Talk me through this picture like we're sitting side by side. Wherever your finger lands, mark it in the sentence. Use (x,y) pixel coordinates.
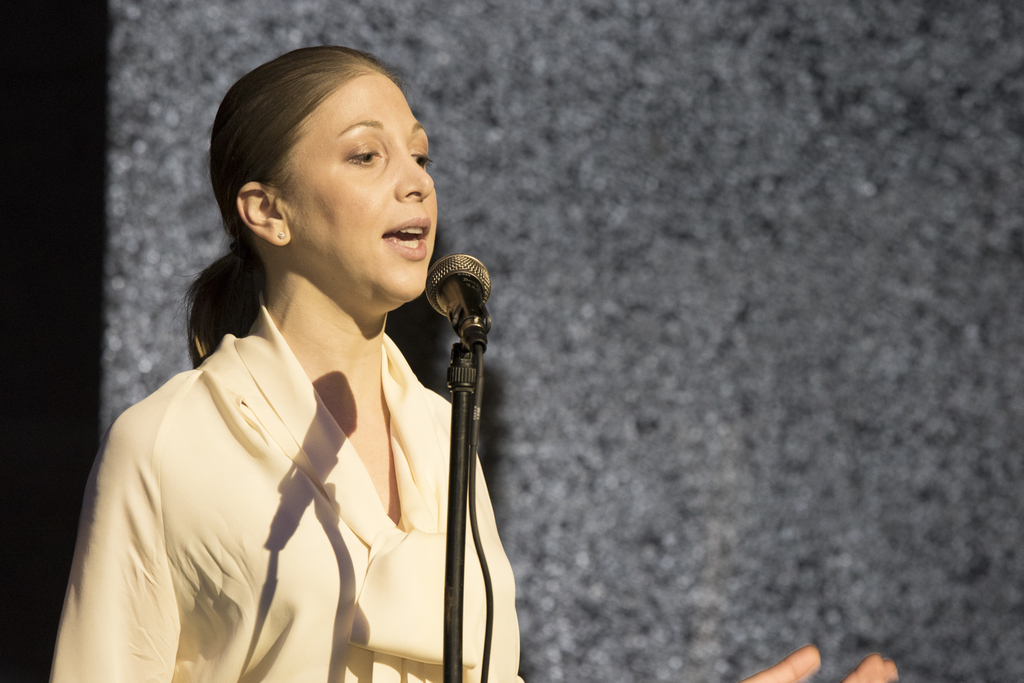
In this image we can see a lady (299,382). In front of her there is a mic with mic stand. In the back (663,82) there is a wall (903,232).
